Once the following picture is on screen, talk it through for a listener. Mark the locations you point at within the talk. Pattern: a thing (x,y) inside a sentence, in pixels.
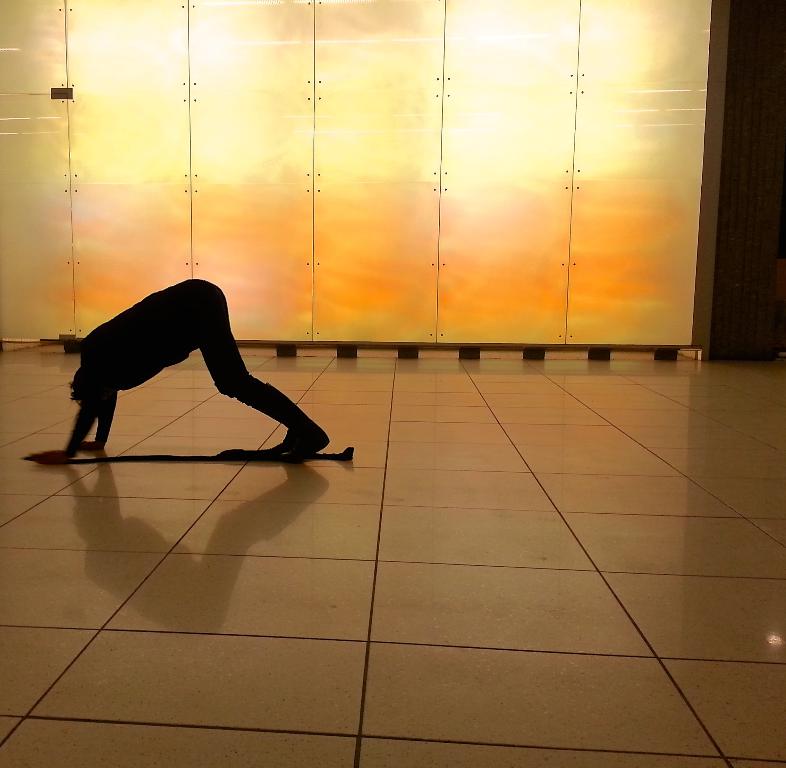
This is an inside view. On the left side (107,390) there is a person (171,323) on the floor (115,509). It seems like this person (189,342) is doing some exercise. In the background (458,185) there is a wall (523,224).
